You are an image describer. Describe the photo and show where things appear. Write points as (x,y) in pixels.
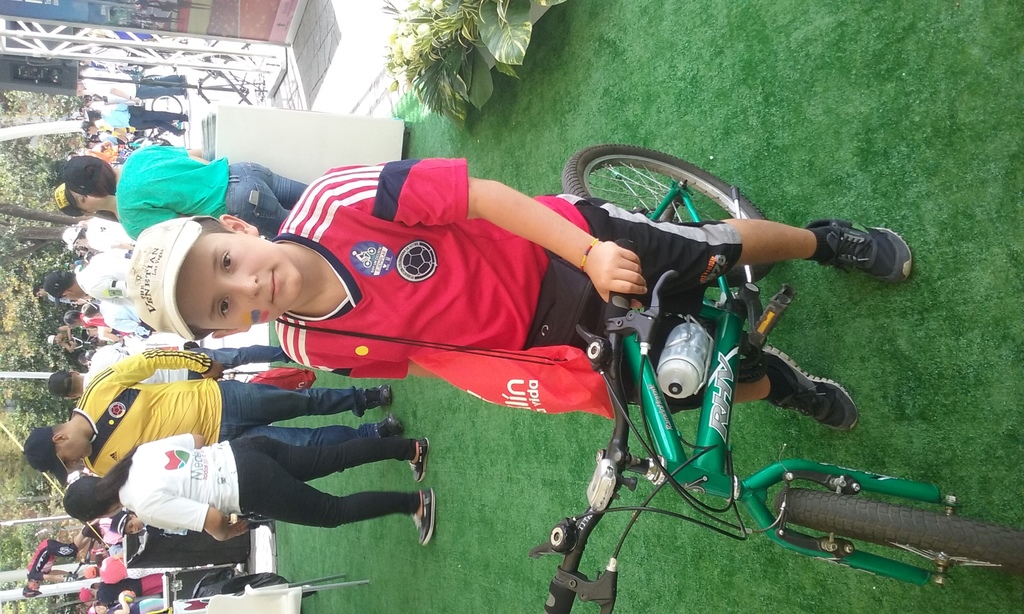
In this picture we can see a boy (544,344) on a bicycle (727,338) on the ground (391,475) and in the background (344,463) we can see a group of people (395,449), trees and some objects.
